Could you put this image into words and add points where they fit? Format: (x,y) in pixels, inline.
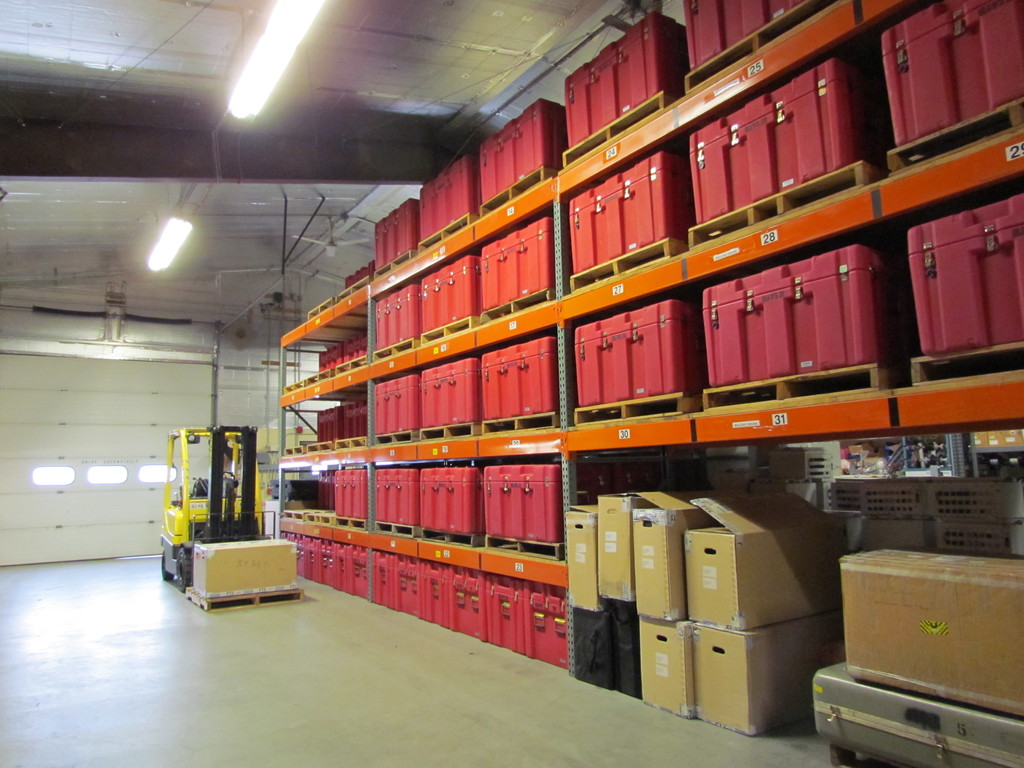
This is an inside view of a shed (90,532). On the right side (857,128), I can see many red color boxes (450,387) which are arranged in the racks (525,318). Along with these boxes (502,372) I can see few card boxes (718,572) also. On the left side (222,526), I can see a vehicle (184,542) on the floor (210,660). In the background (139,393), I can see the wall (104,393). At the top (274,55) there are some lights (176,232).
